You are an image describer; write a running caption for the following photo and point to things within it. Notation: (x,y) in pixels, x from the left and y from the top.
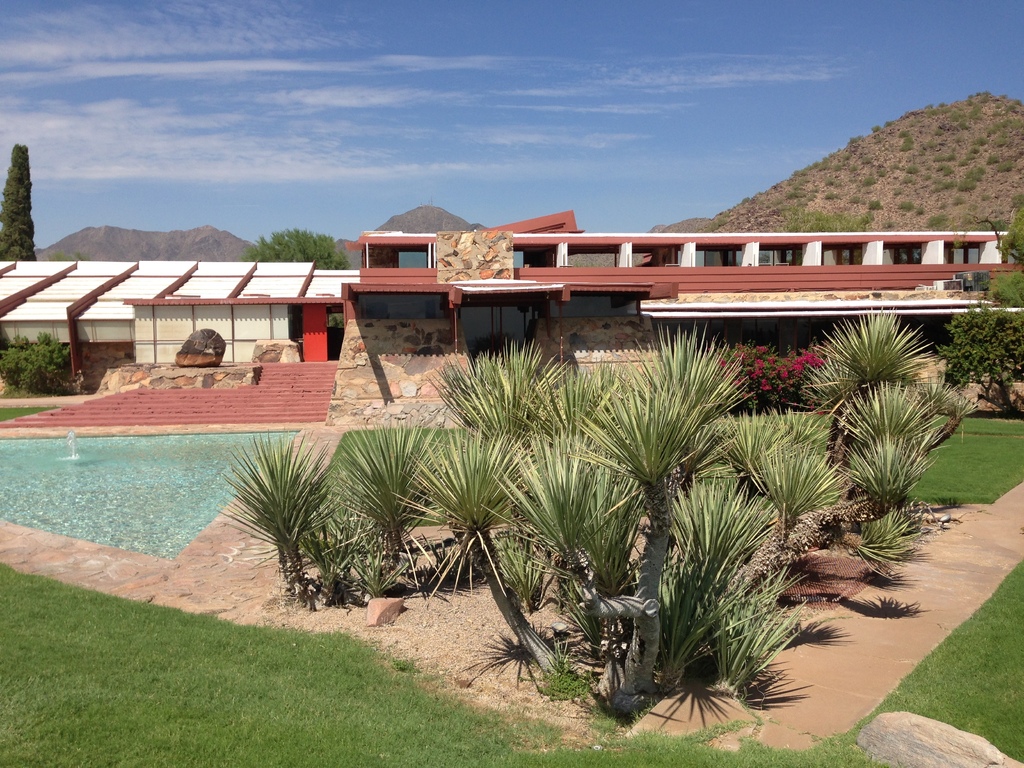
In this image we can see few trees (573,482), water (182,494), grass (48,628) and stairs (263,397) in front of the building (485,311) and there are mountains (437,213), trees (19,167) and the sky (369,118) with clouds (471,65) in the background (427,69).
